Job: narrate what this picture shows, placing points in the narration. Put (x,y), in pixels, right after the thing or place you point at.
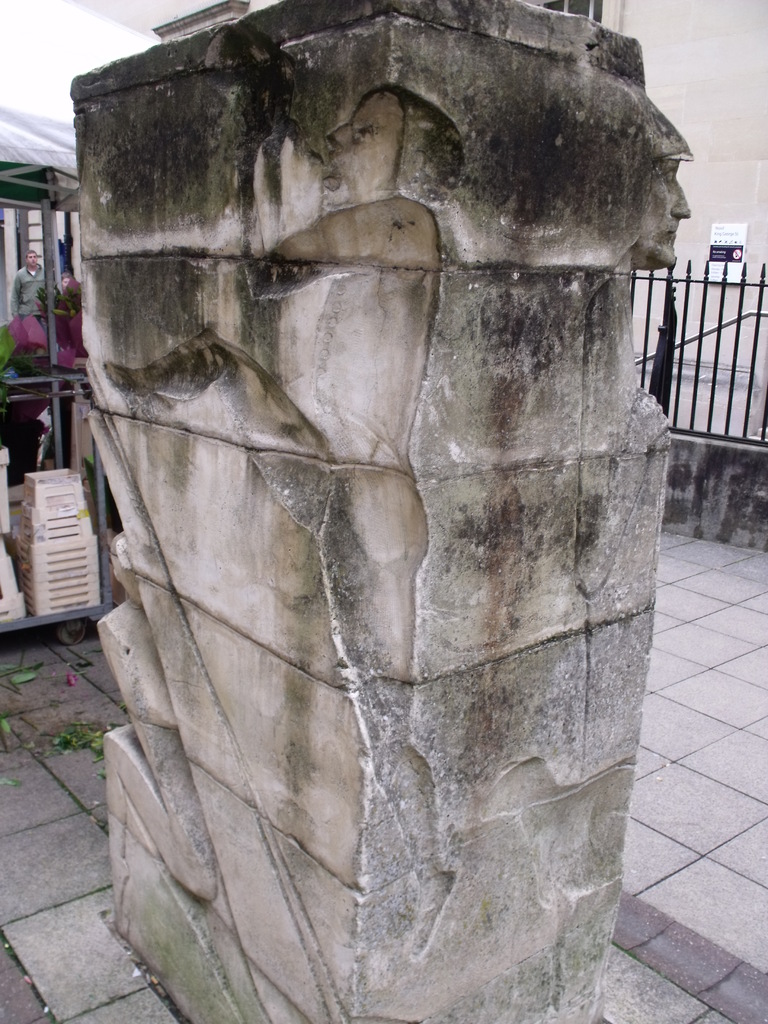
In the center of the image (353,371) there is a wall (334,432) with some carvings (348,481) on it. In the background of the image (645,346) there is fencing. There are people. At the bottom of the image (107,868) there is floor (647,882).
